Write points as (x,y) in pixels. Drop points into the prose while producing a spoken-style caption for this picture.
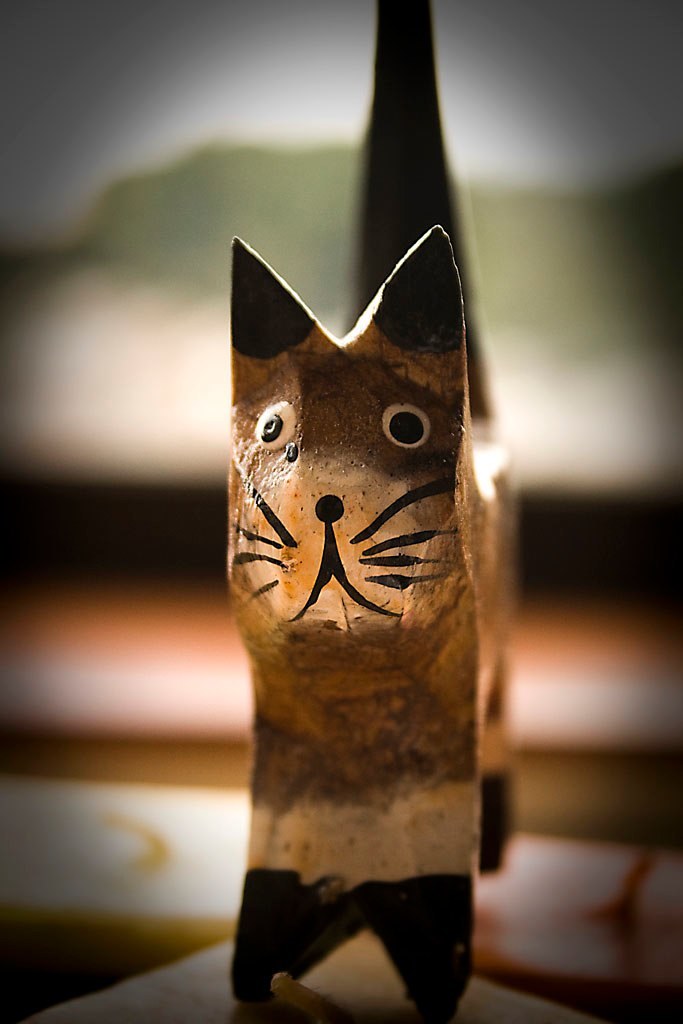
In this image, we can see an object (322,957), which is on the table (230,975) and the background (13,855) is not clear.
